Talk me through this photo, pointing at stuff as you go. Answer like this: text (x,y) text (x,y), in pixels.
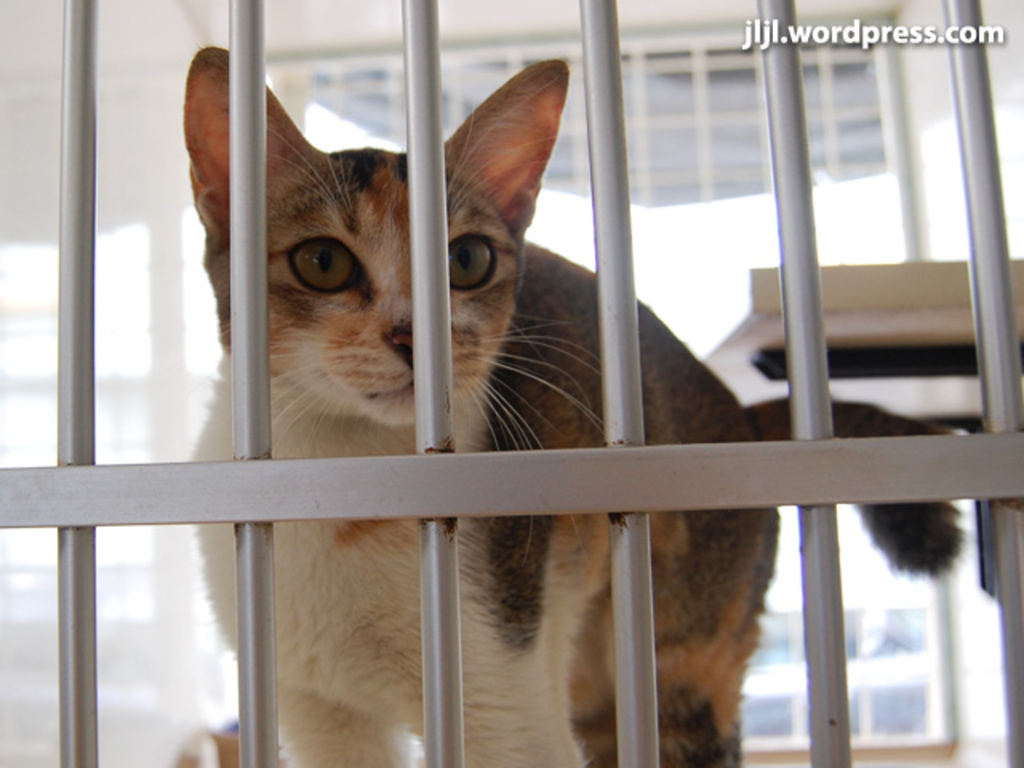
In the center of the image (680,388) a cat (384,535) is there. In the background of the image (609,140) grills (433,557) are there. At the top of the image (648,114) window (668,98) is there. On the right side of the image (827,291) table (827,291) is there.
